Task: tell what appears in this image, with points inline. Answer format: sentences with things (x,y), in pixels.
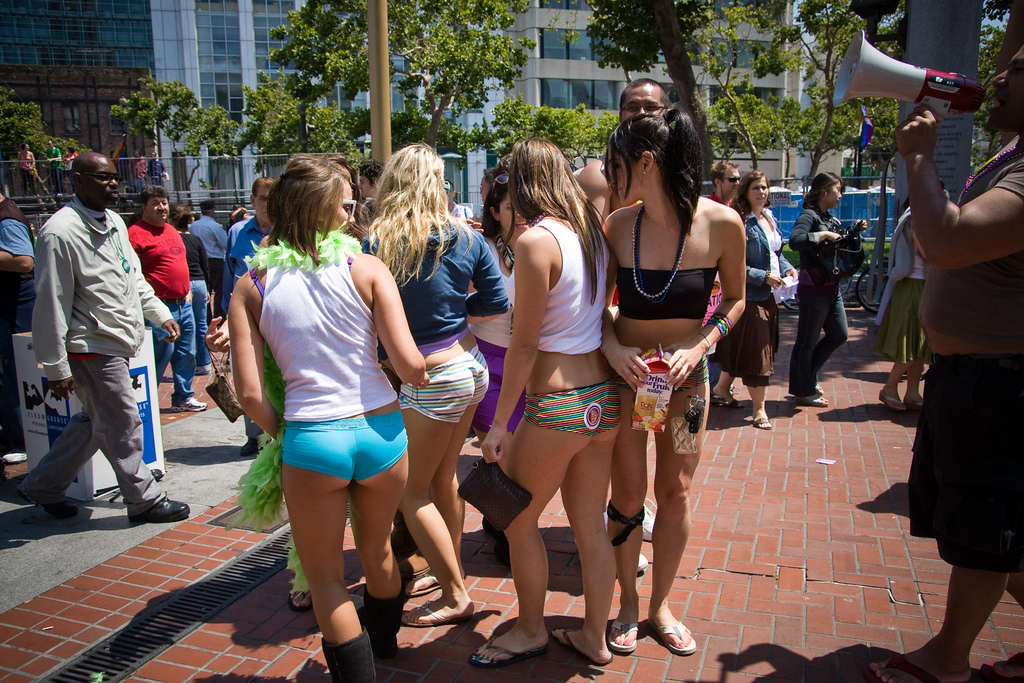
In this image, I can see a group of people (602,252) standing and few people (182,365) walking. On the right side of the image (959,363), I can see a person (969,335) holding a megaphone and there is a board (952,130). On the left side of the image (150,407), there is an object (28,409) behind the person (105,400). In the background (322,73), I can see the iron grilles (202,177), buildings (131,44), trees (443,96) and a pole (388,153).
